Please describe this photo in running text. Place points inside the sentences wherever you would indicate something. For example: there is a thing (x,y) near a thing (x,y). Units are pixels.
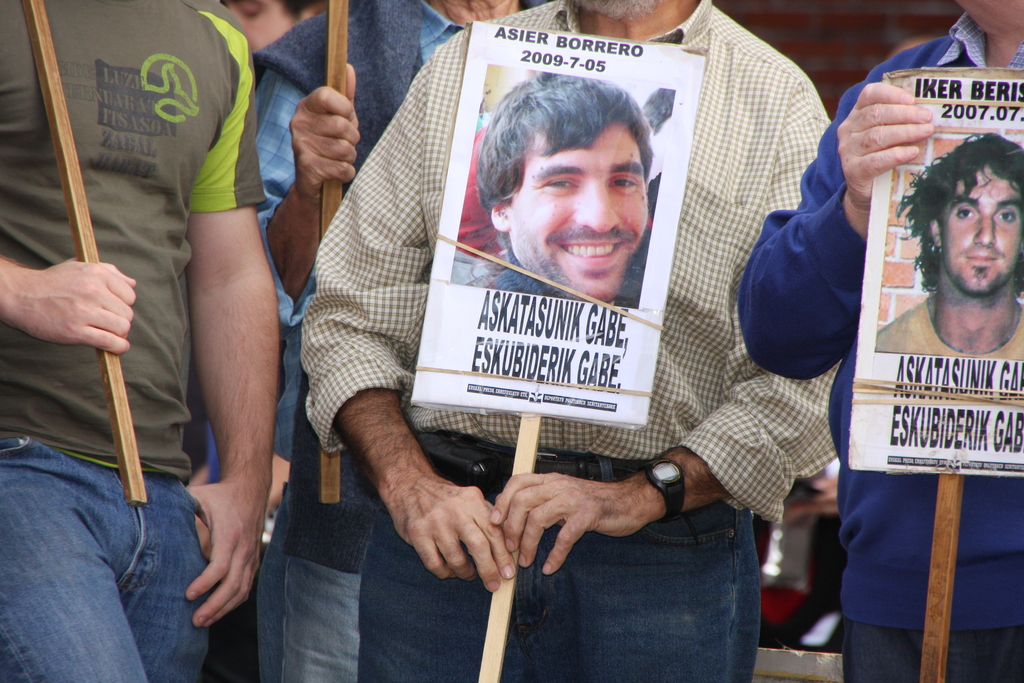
In this picture there are people (119,524) in the center of the image (450,253), by holding posters (485,390) in their hands (519,479).
